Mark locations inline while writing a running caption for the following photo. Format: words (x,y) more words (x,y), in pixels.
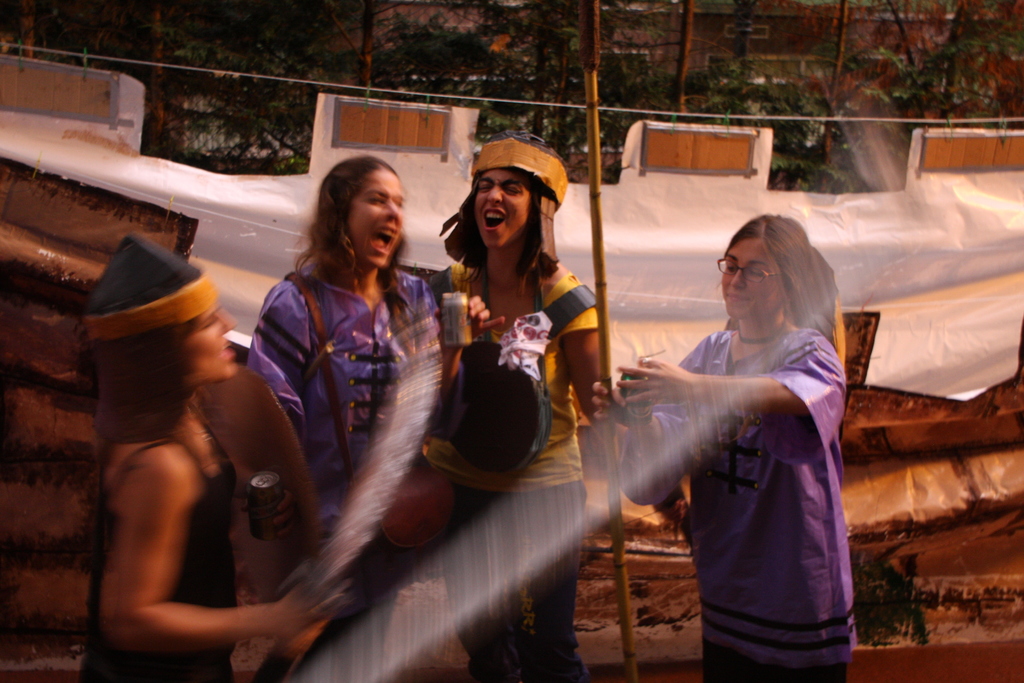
In this picture we can see few women (574,354), in the background (391,51) we can find few trees (601,86) and a cable (547,104), and also we can see water (622,496).
